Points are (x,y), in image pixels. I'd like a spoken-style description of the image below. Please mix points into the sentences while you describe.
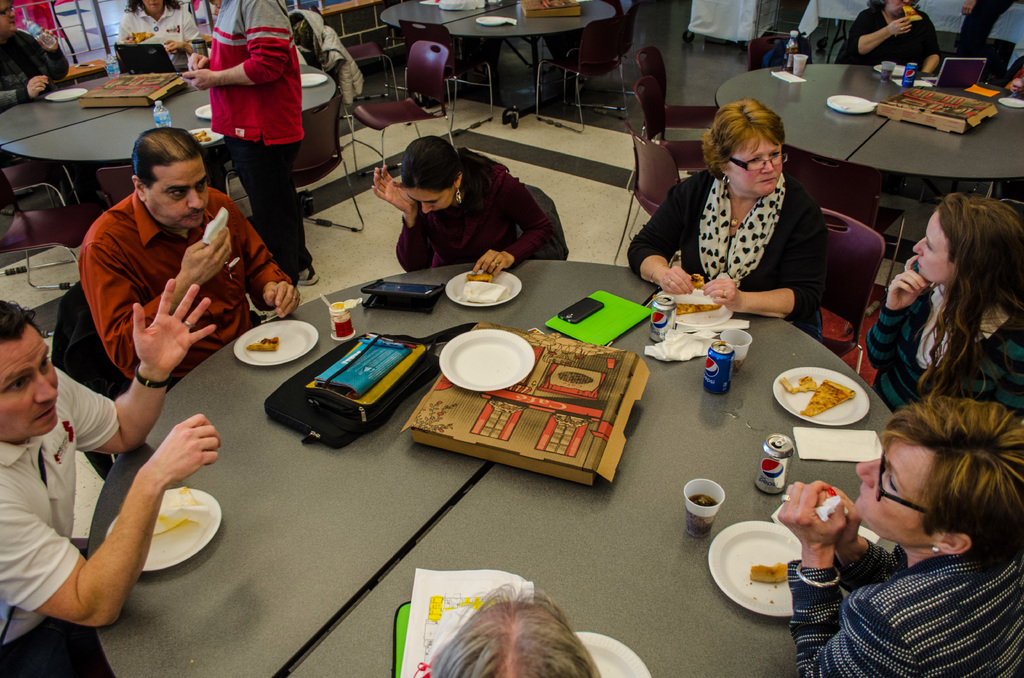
There are group of people (65,409) sitting on the chairs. This is the table (342,543) with bags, plates (488,363), tablet (413,293), book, tins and a cardboard (568,449) placed on it. At background (281,191) I can see a person (264,152) standing, and I can find some empty chairs (647,109).
